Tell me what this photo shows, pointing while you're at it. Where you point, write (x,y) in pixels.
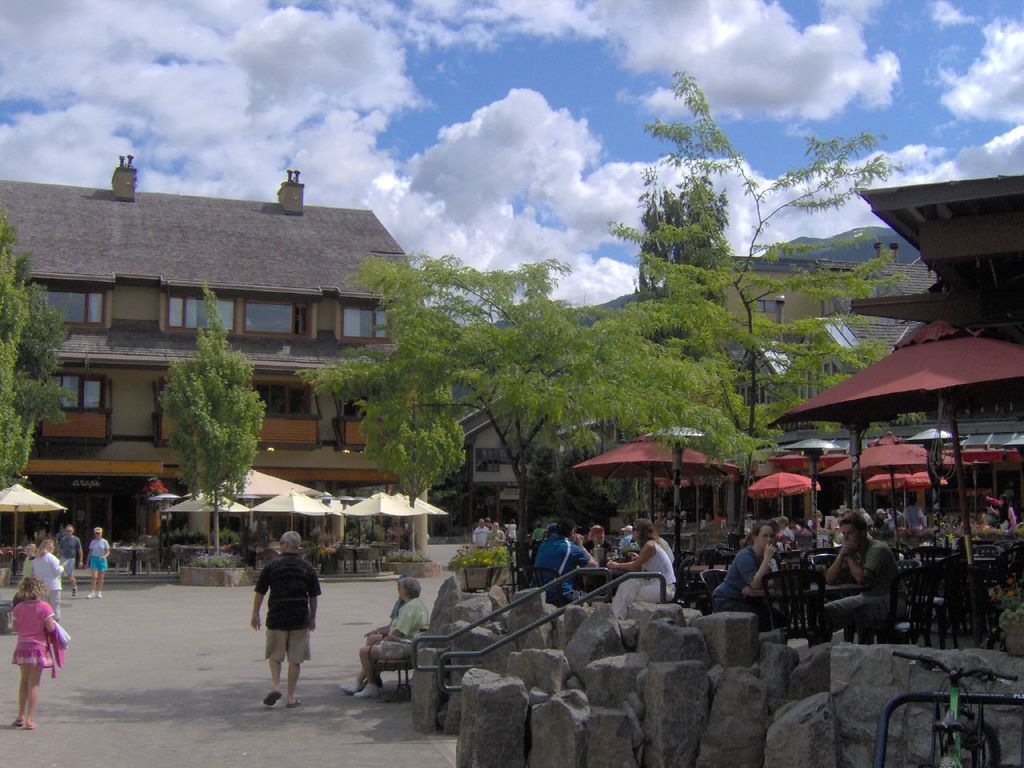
In this image we can see stones (750,642), chairs (715,552) and tables (599,561) on the right side (728,563). Also there is a cycle (952,707). Also there are few people (748,558) sitting on chairs (940,575). And there are tents (797,484). Also there are many people (41,564). And there are pots (478,574) with plants (470,559). And there are trees (400,406). And there are buildings (228,317) with windows (177,322). In the background (469,113) there is sky (495,91) with clouds (594,145). And there are railings (415,656) near to the stones (480,635). And there are two persons (381,641) sitting on bench (377,662).
